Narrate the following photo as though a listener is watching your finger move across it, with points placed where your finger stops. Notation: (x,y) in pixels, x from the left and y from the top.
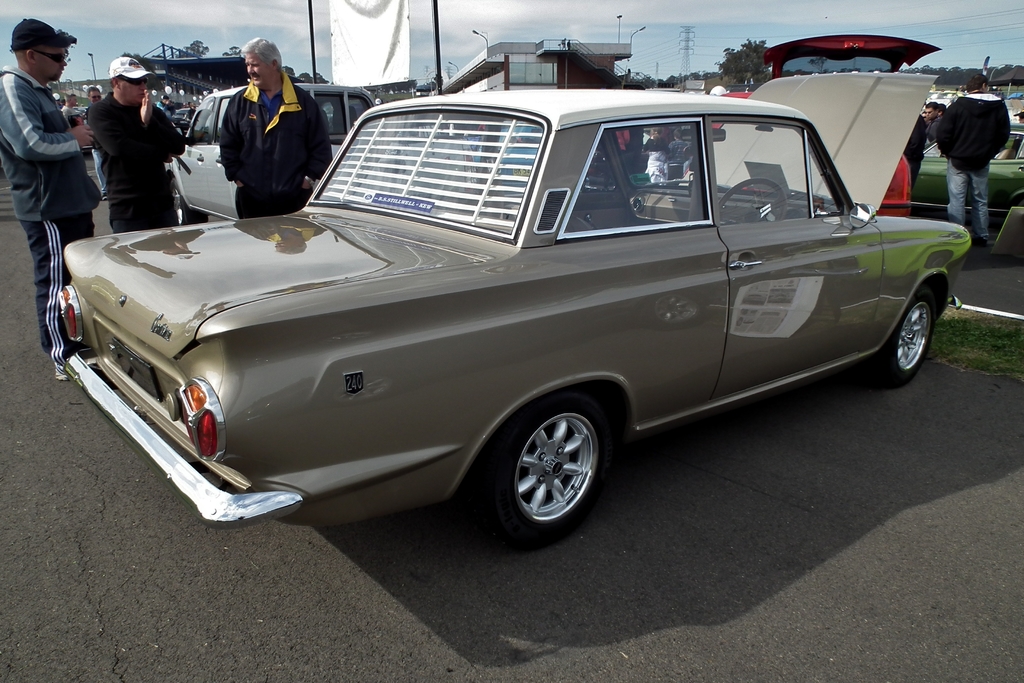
In the center of the image (457,301) we can see the grass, few vehicles (597,232) and a few people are standing and they are in different costumes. In the background (777,1), we can see the sky (483,44), clouds (817,23), trees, buildings (234,67), poles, few people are standing and a few other objects (747,82).
